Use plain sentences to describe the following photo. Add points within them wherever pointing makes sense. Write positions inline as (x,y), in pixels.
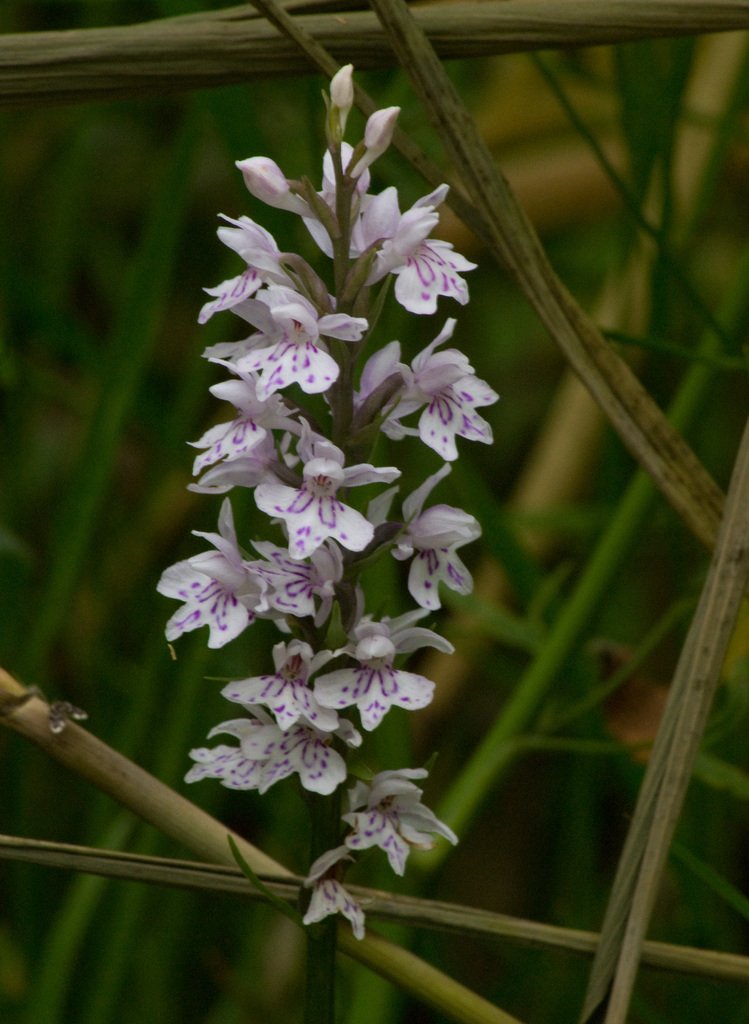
In this picture there is a purple and white color flower plant (319,742). Behind there is a blur background (655,229) with some plant branches (649,451).
